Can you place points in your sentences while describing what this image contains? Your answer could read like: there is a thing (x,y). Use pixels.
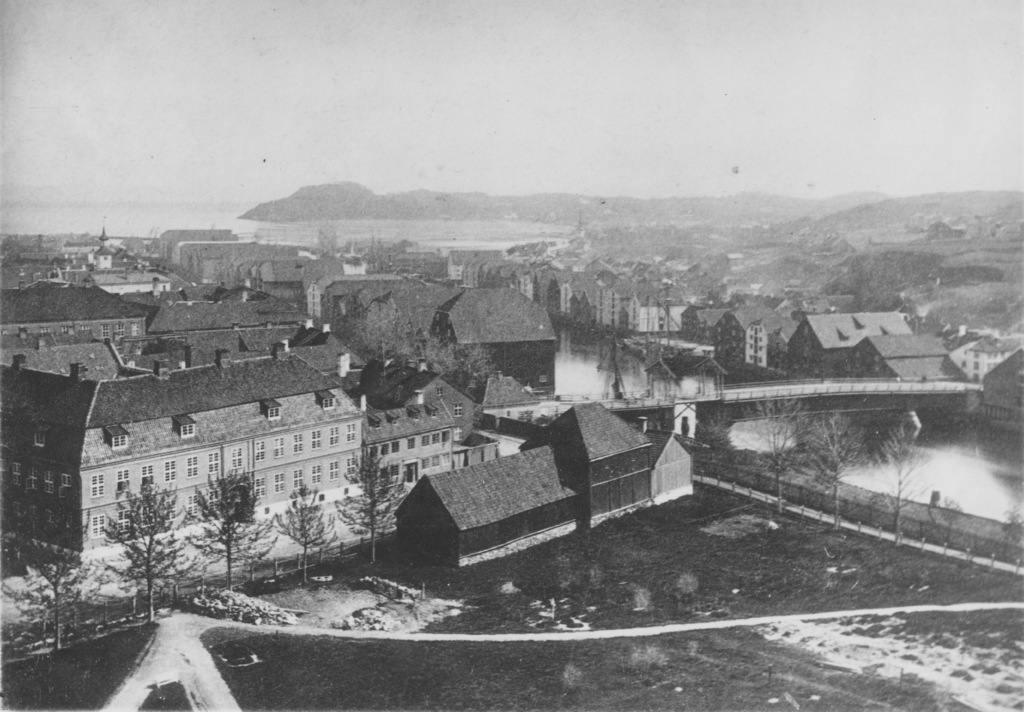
These are houses (331,447) and trees (913,456), this is water (961,490) and a sky (432,148).
